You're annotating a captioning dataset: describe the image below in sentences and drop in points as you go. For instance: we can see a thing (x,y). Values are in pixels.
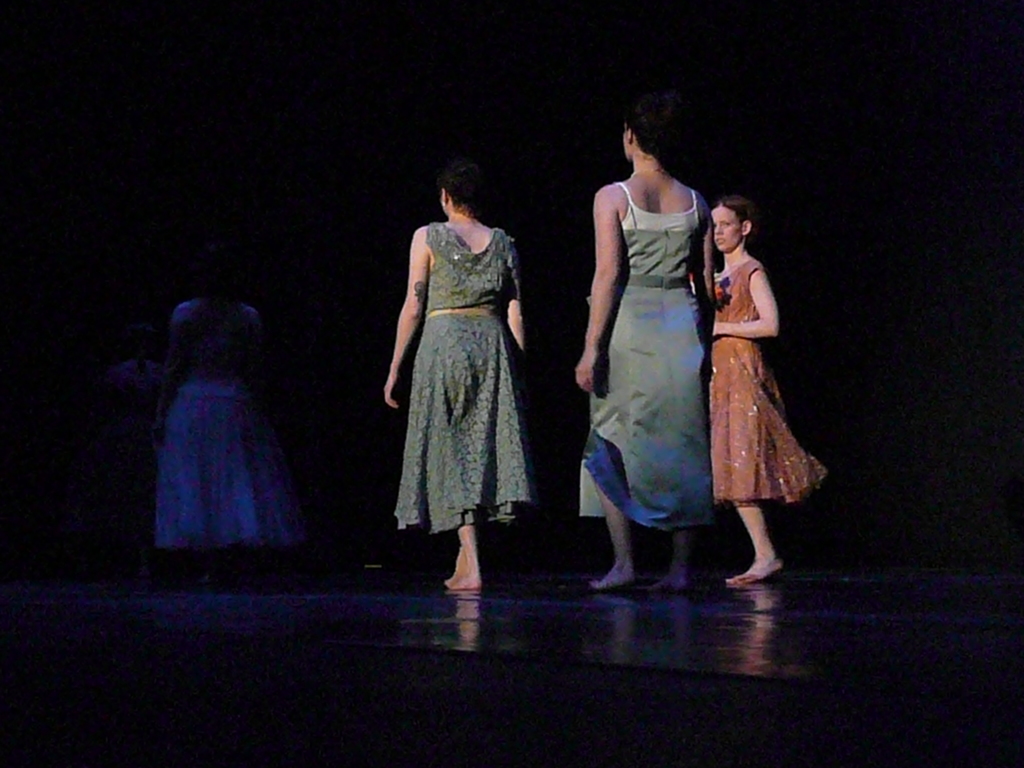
In this image I can see the group of people (508,348) standing and wearing the different color dresses (491,351). And there is a black background (965,195).
